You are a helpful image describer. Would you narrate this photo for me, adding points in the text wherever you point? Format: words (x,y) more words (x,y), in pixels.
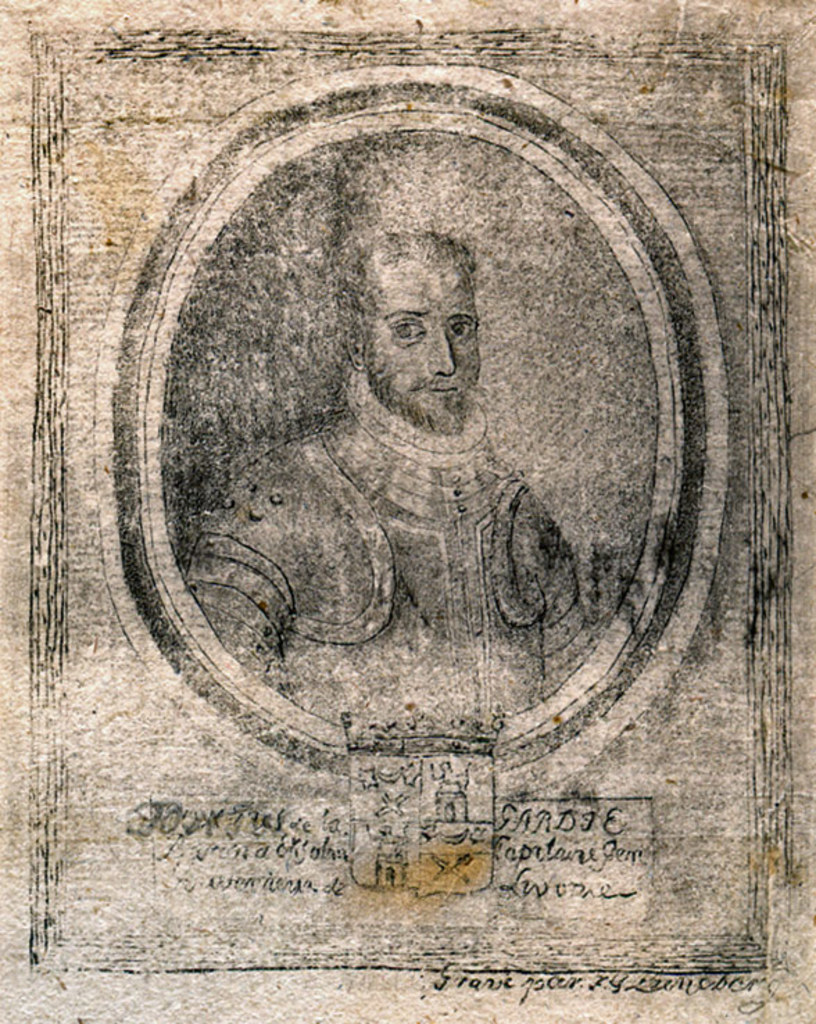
In this picture, this is some old stamp (438,568) and something was written on it.
